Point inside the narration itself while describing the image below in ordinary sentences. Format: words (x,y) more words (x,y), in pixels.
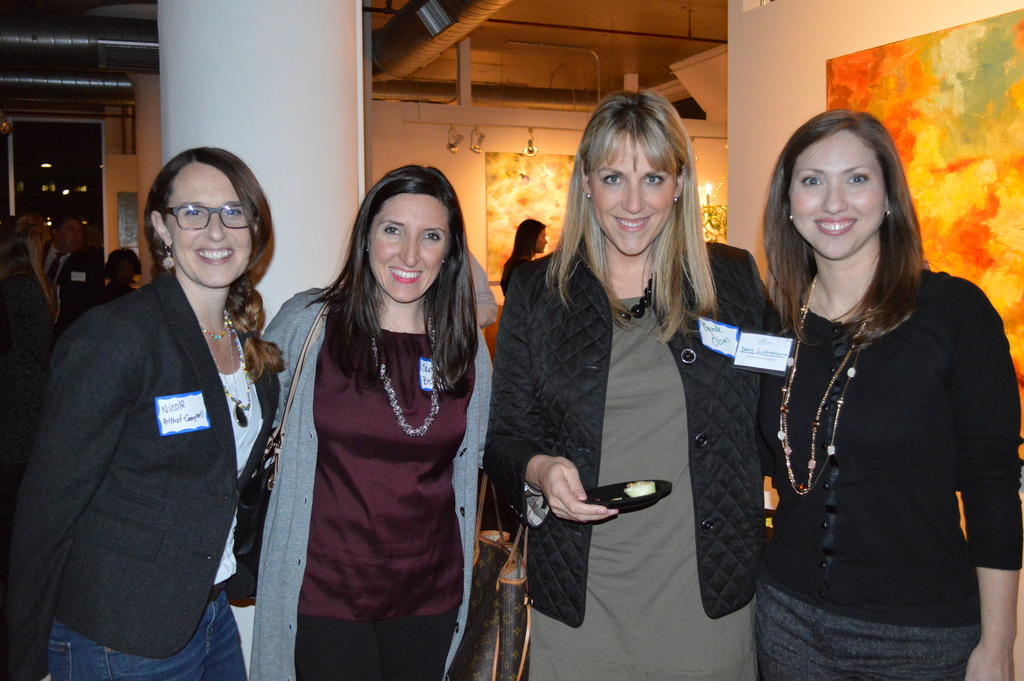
In this picture I can see few people (496,456) are standing and a woman (635,535) holding a plate (619,498) in her hand (557,505) with some food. I can see lights (455,142) and paintings (502,190) on the walls (721,174).
